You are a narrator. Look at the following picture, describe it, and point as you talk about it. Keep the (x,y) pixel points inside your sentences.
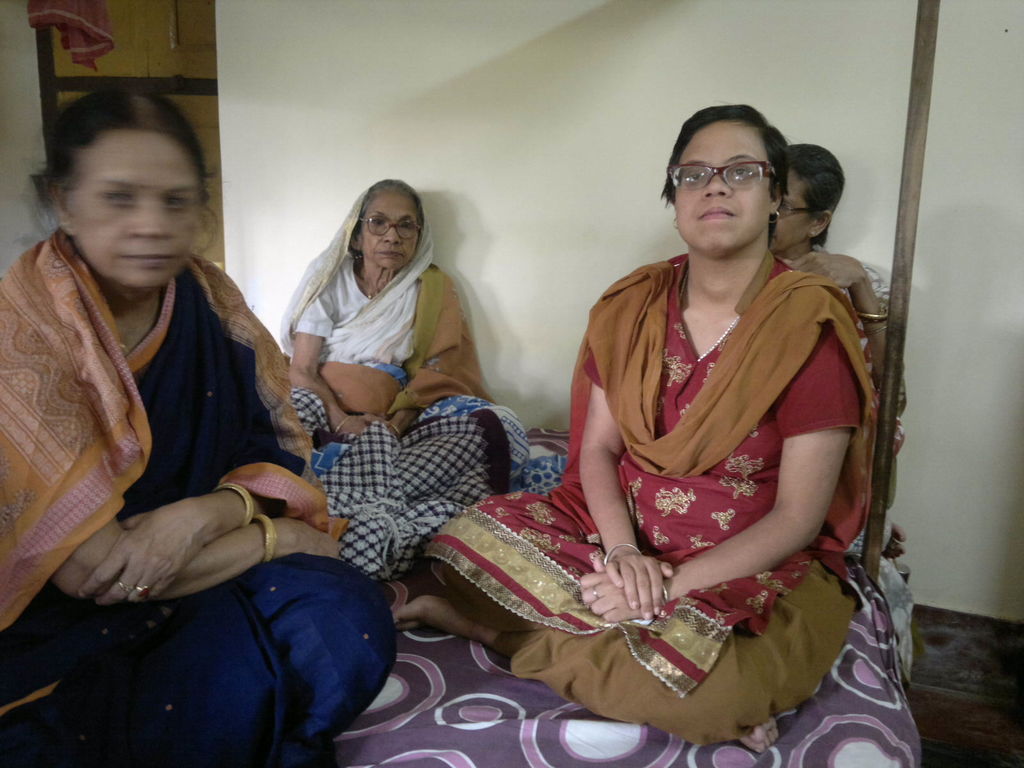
In the image in the center (380,333), we can see four people (438,344) are sitting on the bed (459,722). In the background (526,153) there is a wall (282,104), door (115,72), cloth (90,55) etc.
